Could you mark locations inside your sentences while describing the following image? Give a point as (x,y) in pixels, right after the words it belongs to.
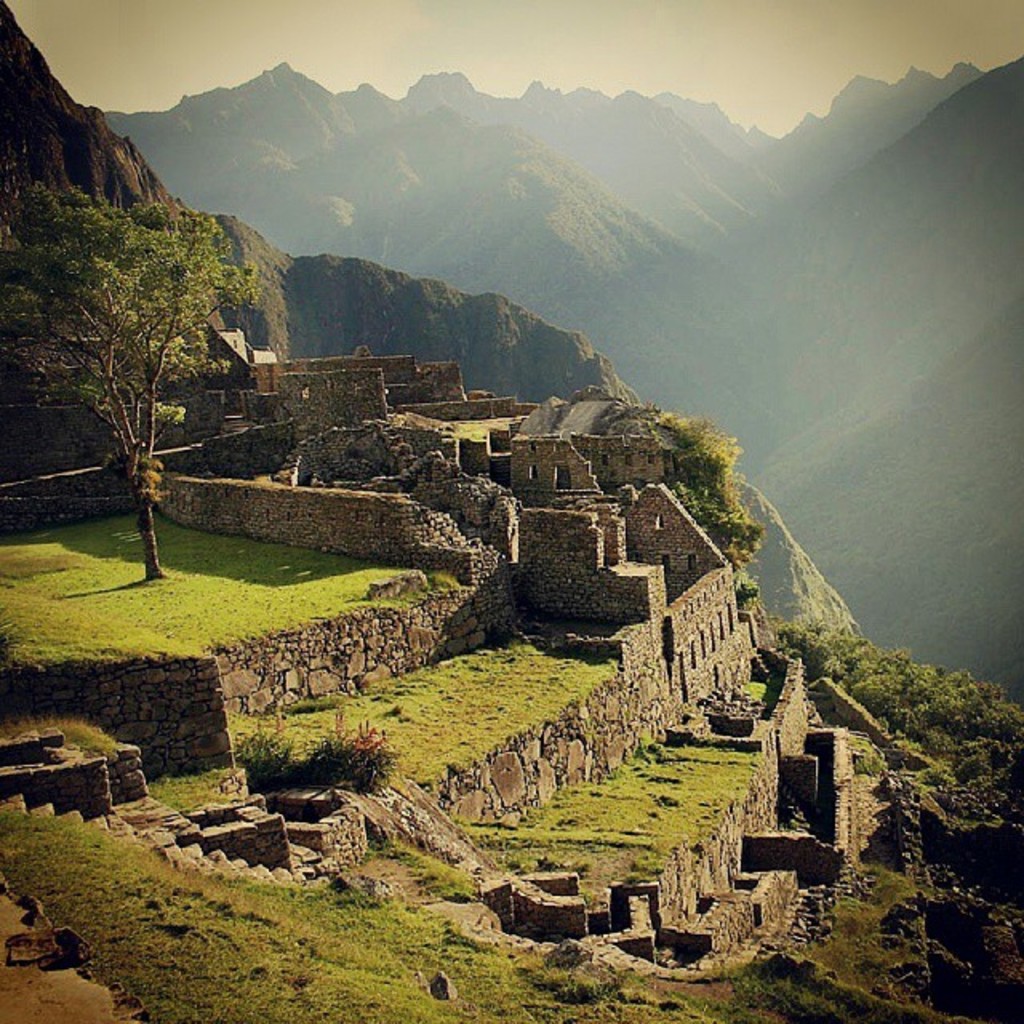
In this image there is a fort (609,715) on the mountain (295,916). There are trees (138,321), plants (370,753) and grass (435,715) on the mountain (379,721). In the background (246,178) there are mountains (627,164). At the top (543,42) there is the sky (457,42).
